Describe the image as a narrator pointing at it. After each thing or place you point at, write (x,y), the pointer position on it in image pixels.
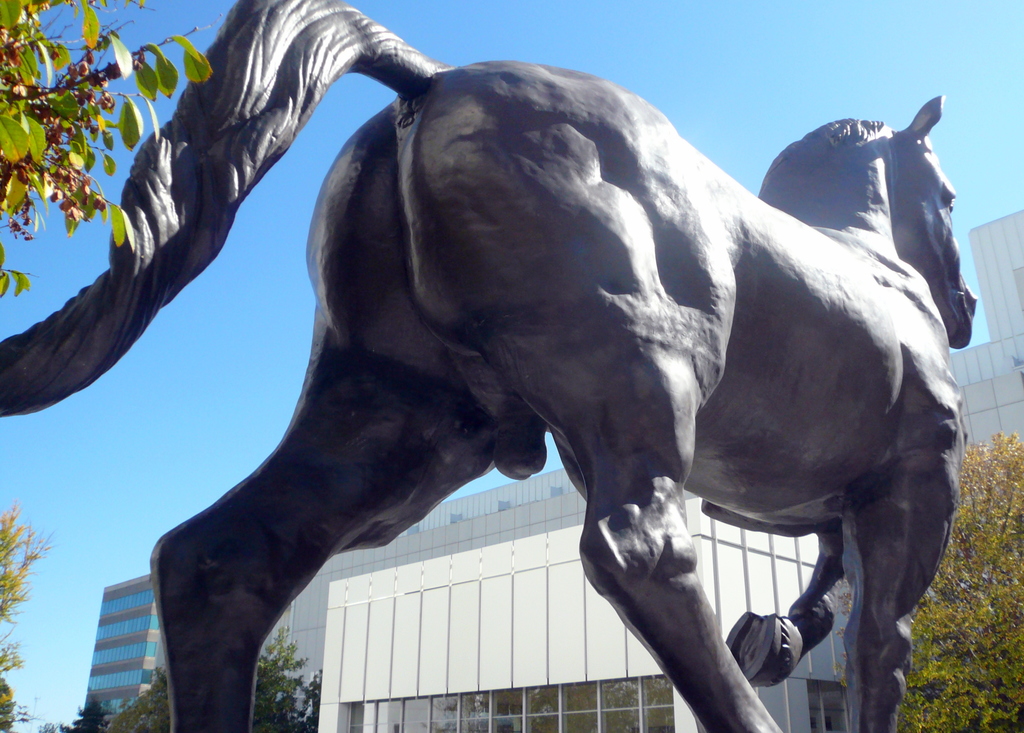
In the picture I can see a statue of the horse (606,239) and there is a tree (40,120) in the left corner (29,98) and there are few buildings (686,494) and trees (959,583) in the background (511,582).
